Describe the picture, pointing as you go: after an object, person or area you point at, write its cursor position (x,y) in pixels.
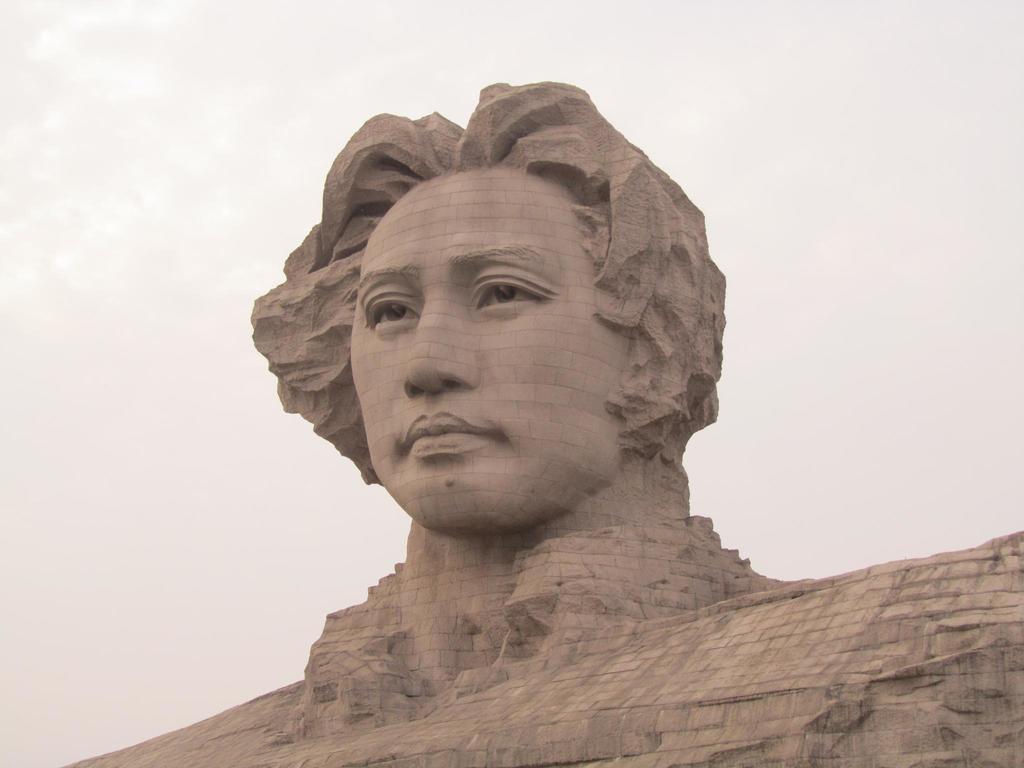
In this picture we can see the statue (314,409) of a person (355,745). Background (772,374) we can see the sky (493,73).
